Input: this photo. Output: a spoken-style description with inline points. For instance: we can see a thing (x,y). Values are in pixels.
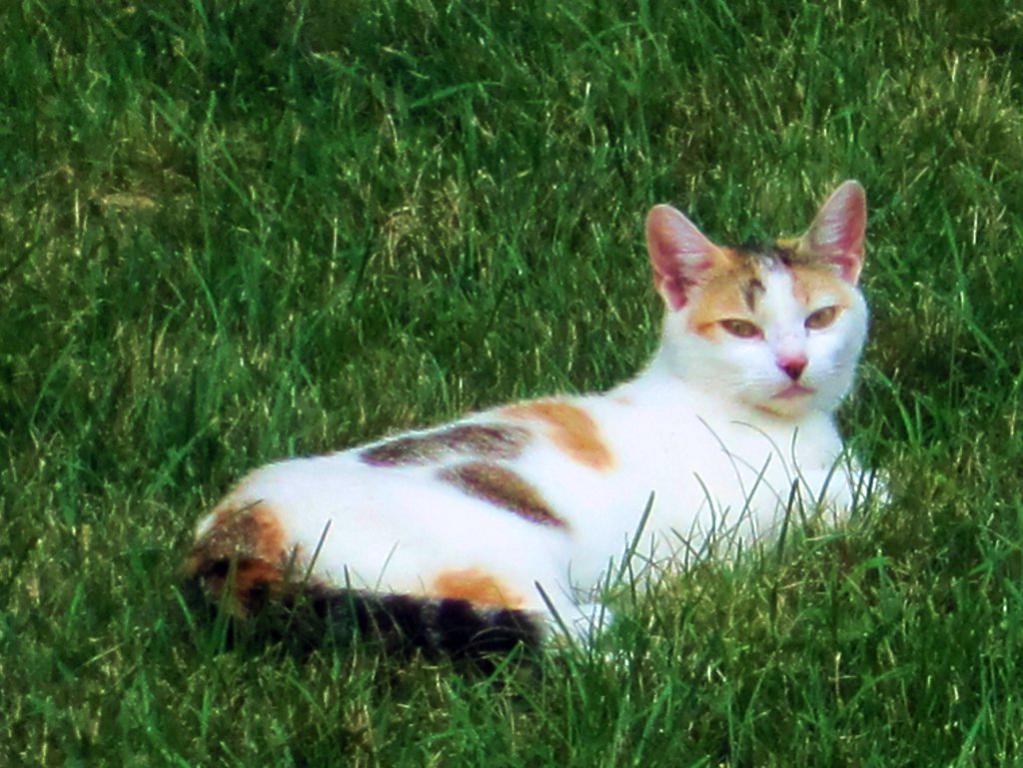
In this image we can see a cat (380,523), also we can see the grass (470,336).
